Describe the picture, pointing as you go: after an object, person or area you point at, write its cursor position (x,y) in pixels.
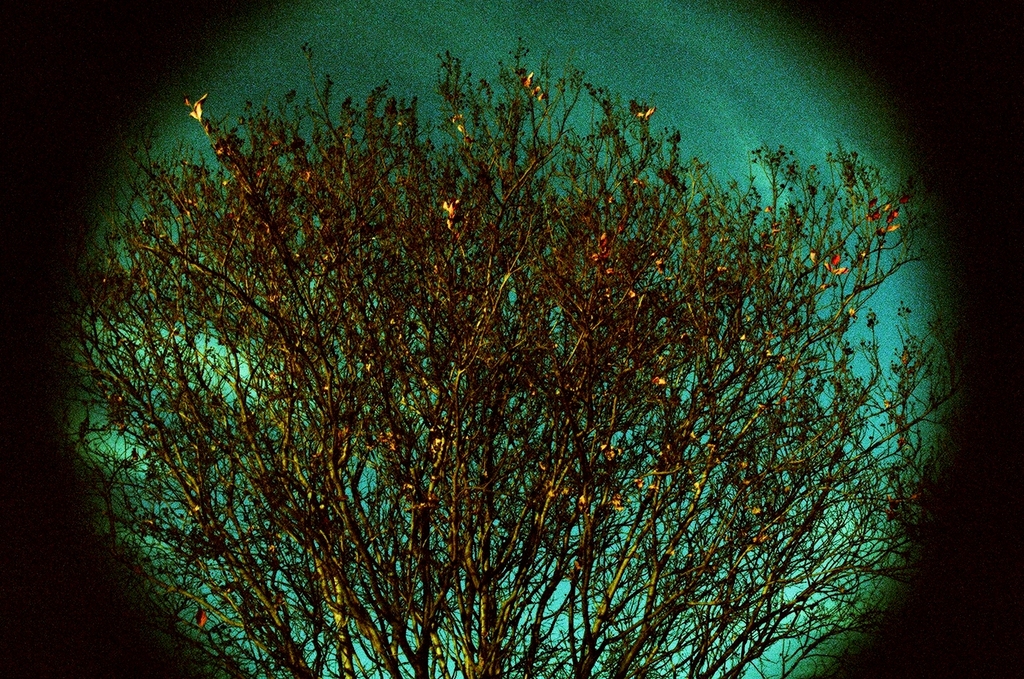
In this picture I can see a tree (394,296) and in the background (228,53) I can see the sky (899,135) and I see that this picture is a bit in dark.
